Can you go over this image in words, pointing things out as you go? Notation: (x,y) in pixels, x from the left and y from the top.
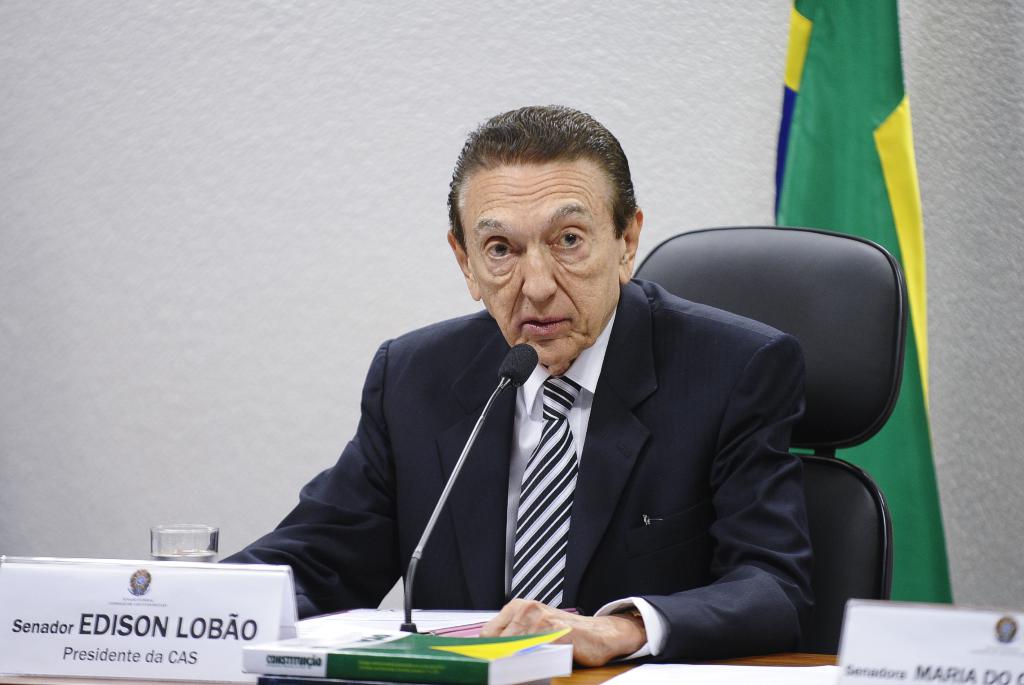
In this image we can see a person (487,265) sitting in the chair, in front of him there is a table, on the table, we can see the books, glass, mic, and other objects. In the background (192,484), we can see a flag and a wall (9,546).
